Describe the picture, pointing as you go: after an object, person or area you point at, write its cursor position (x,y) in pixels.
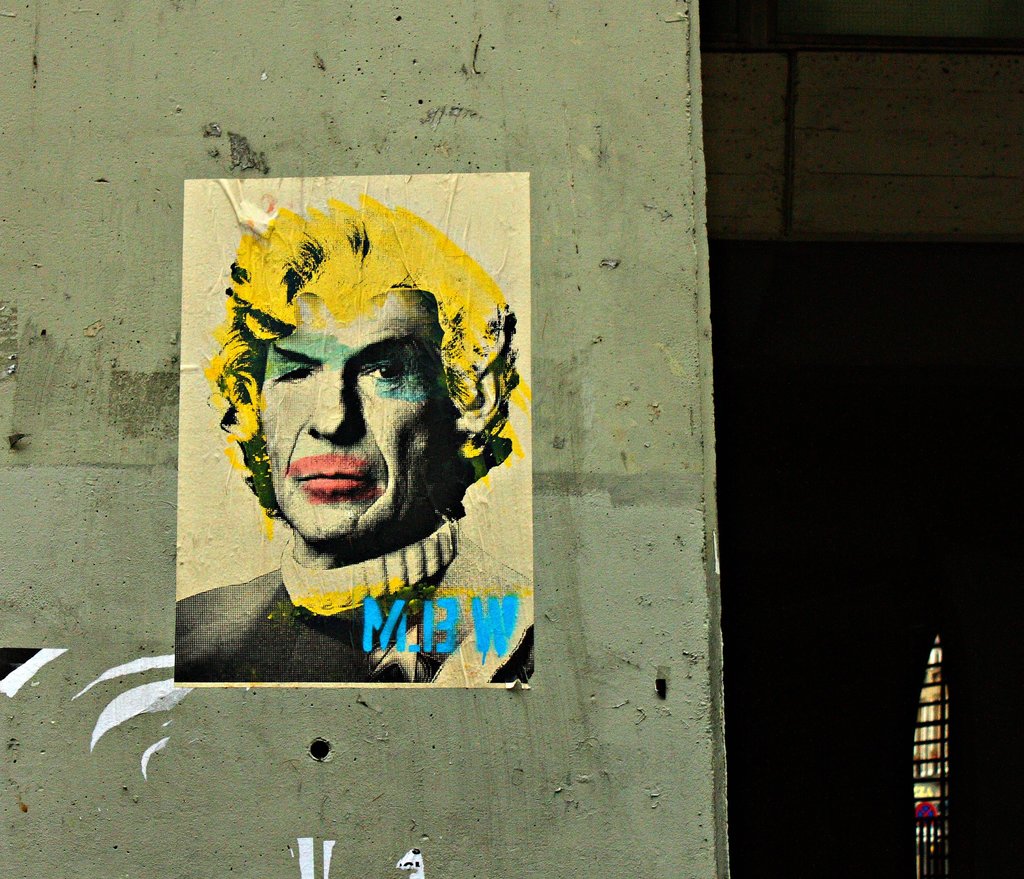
In this picture I can see there is a pillar (635,225) and there is a picture (464,190) posted on the pillar (541,647) and there is a picture (361,619) of a man (444,669) with a blue water mark (367,605) and the man (389,594) is wearing a black shirt (275,636) and on to right side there is a window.
